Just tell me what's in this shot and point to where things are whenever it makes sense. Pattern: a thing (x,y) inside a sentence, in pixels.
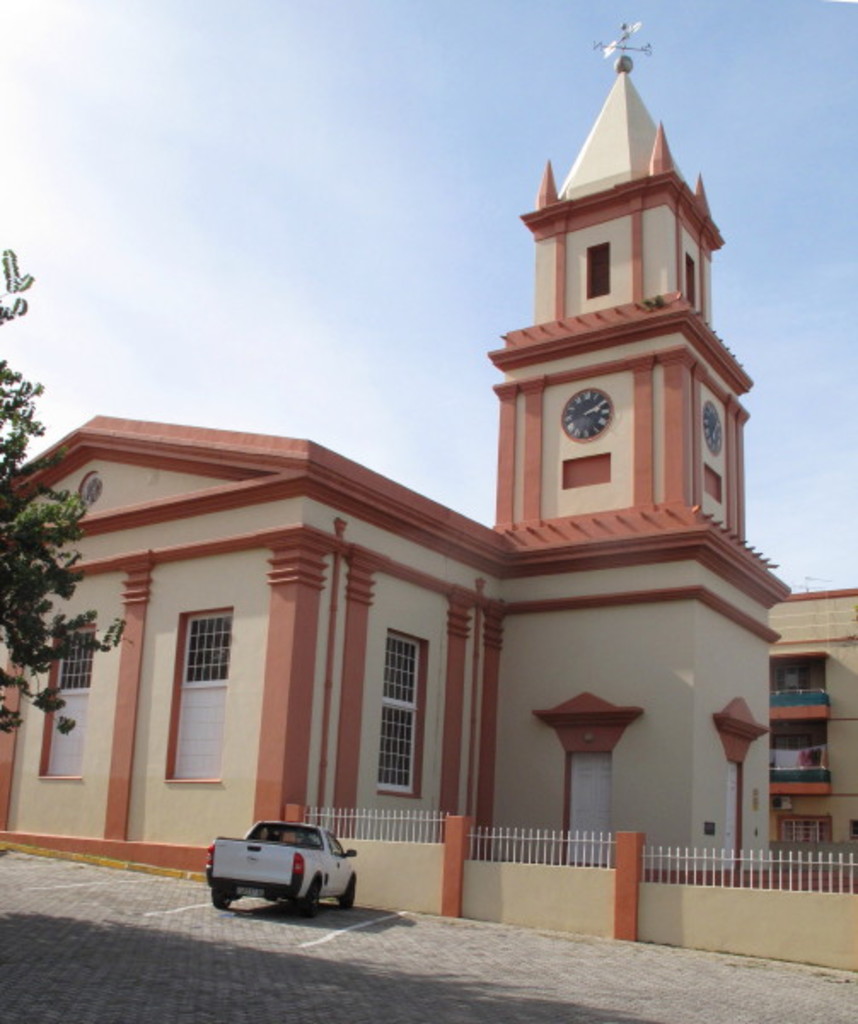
In this picture there is a building (618,600) and there are clocks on the wall (616,424). In the foreground (624,924) there is a railing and there is a vehicle (240,879) on the road (258,1022) and there is a tree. At the top (240,244) there is sky (253,285) and there are clouds (100,228).
